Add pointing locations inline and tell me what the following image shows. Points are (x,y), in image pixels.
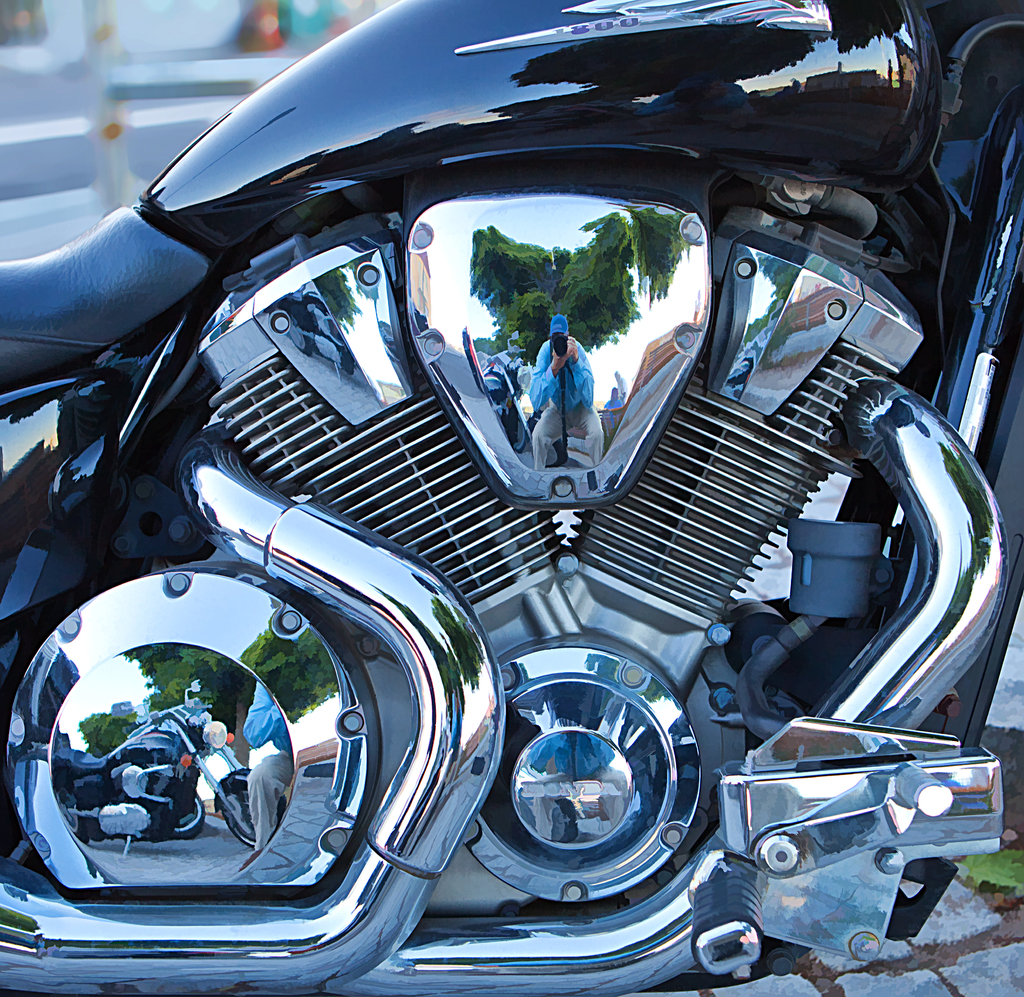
In this image there is a bike (244,216). Only the center part (175,271) of the bike (601,44) is captured in the image. In the center (551,382) there is the reflection (555,355) of a person (550,367) holding a camera (556,343) in his hand (569,345) on the bike (485,362). There is a tree (518,288) behind the man (572,370). In the bottom left (156,780) there is a reflection (144,785) of another bike (137,774) on the metal object (192,646) of the bike (198,641). The background (216,26) is blurry.
